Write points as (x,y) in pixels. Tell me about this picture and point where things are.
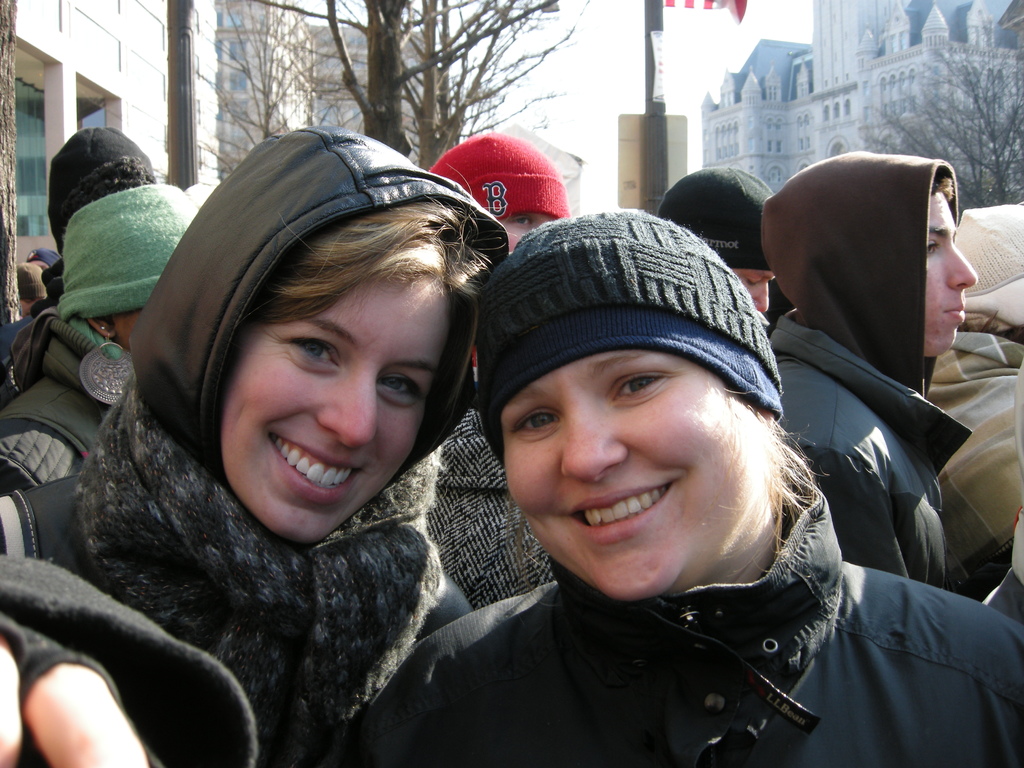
In this image I can see number of people (350,400) are standing. I can also see all of them are wearing jackets (430,449) and caps (563,355). In the front side of the image (310,379) I can see two persons (406,526) are smiling and in the background (1003,165) I can see few trees (986,99), few poles (183,123), few buildings (829,108) and the sky (602,90). I can also see a flag like thing (743,10) on the top side of the image (729,1).
